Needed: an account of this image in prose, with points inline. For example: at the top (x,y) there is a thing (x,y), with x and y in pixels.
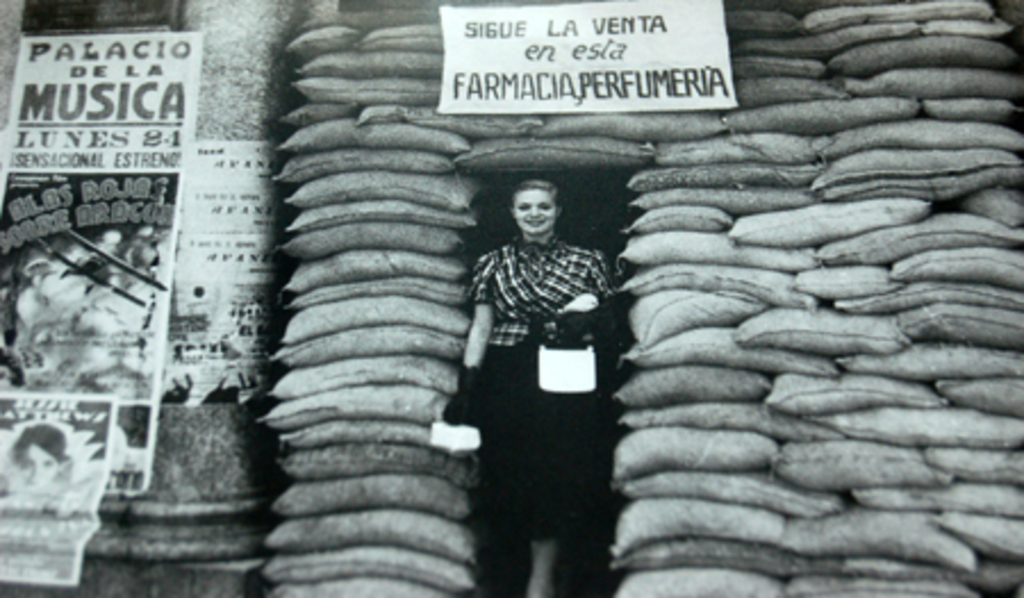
In the middle (526,366) I can see a woman (526,351) is holding some object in hand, board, posters (179,170), wall (238,126) and bags (285,378) on the floor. This image is taken may be in a go-down (629,414).
